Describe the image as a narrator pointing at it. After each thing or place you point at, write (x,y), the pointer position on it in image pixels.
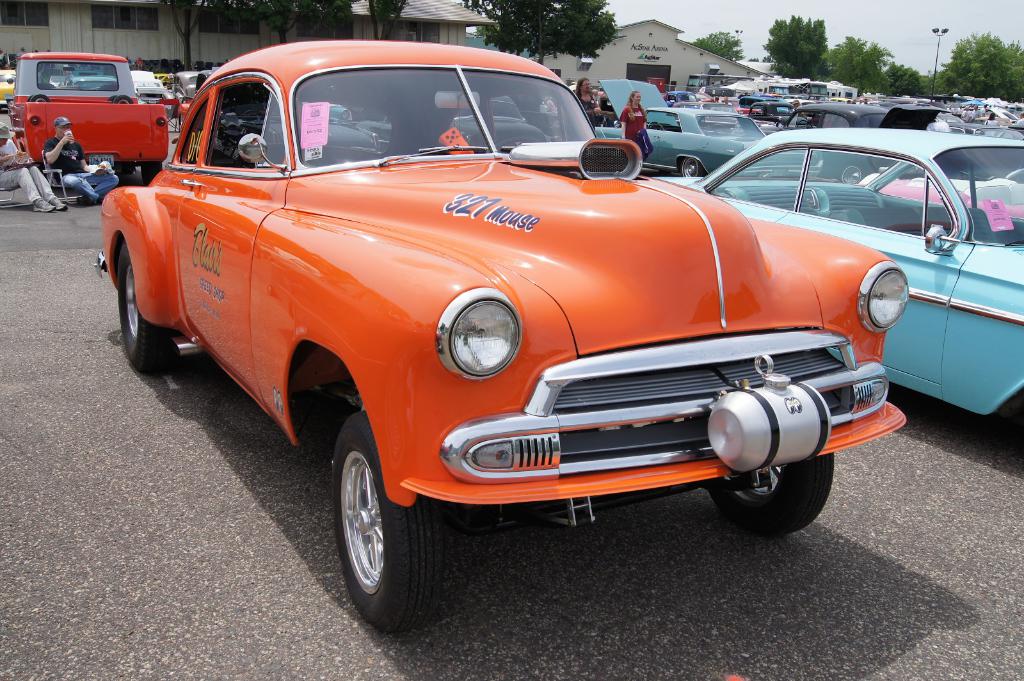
In the center of the image (429,304) we can see a few vehicles (443,205) in different colors. And we can see two persons (51,206) are sitting and a few people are standing and they are holding some objects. In the background (475,26), we can see the sky (919,47), clouds (919,47), trees (944,87), buildings (231,57), poles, vehicles (954,104) and a few other objects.
